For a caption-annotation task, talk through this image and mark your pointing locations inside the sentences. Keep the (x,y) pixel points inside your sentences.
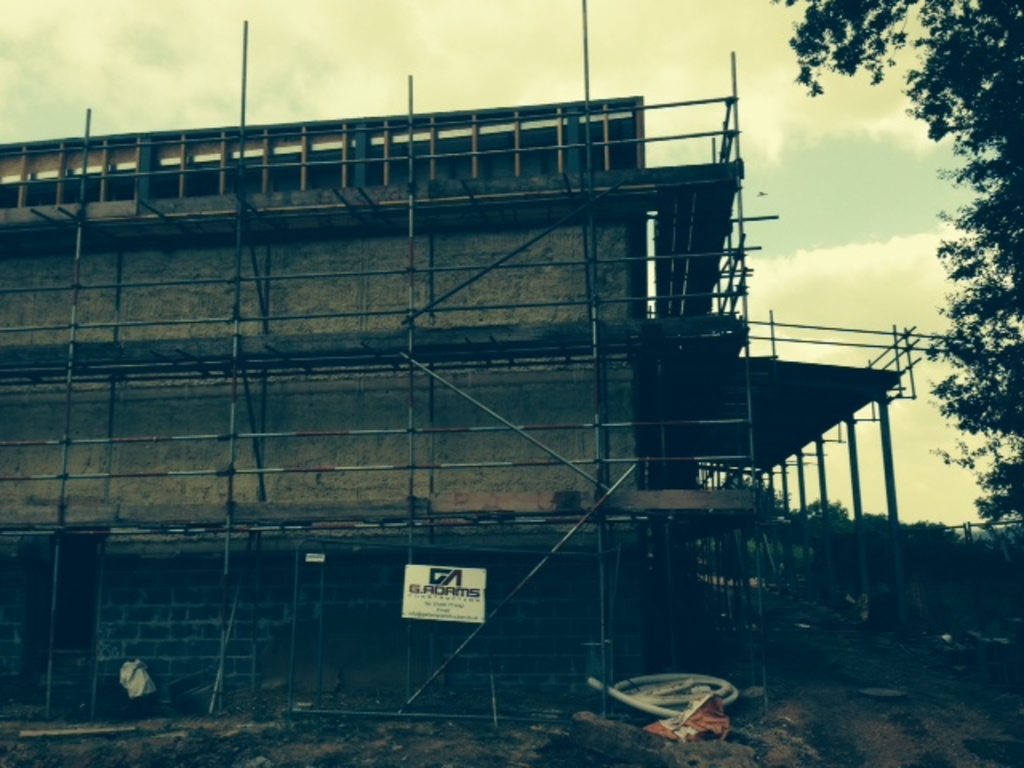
Here in this picture we can see a building (169,558) present over a place (340,741) and we can see its under renovation, as we can see iron poles (663,456) present in front of it and we can also see plants (879,560) and trees (957,551) present and we can see the sky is fully covered with clouds (912,487).
